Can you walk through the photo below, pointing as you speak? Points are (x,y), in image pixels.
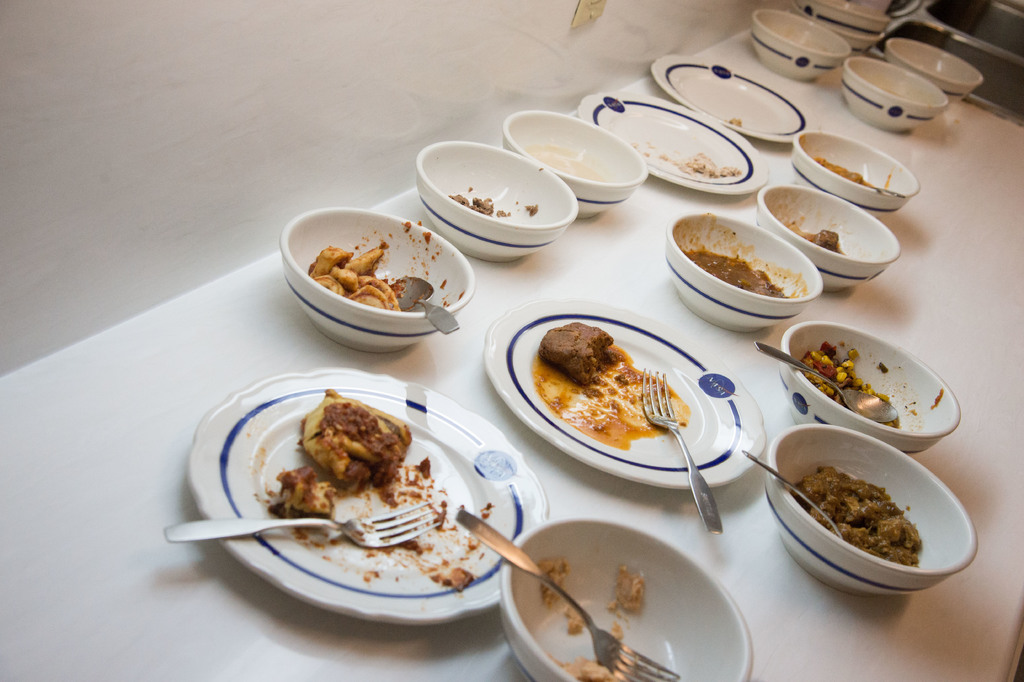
In this image we can see the bowls (334,305) and plates (524,355) of food items (683,415). We can also see the forks (665,398), spoons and also the empty plate (770,88). We can also see the surface (812,88) and also the wall (235,77).
